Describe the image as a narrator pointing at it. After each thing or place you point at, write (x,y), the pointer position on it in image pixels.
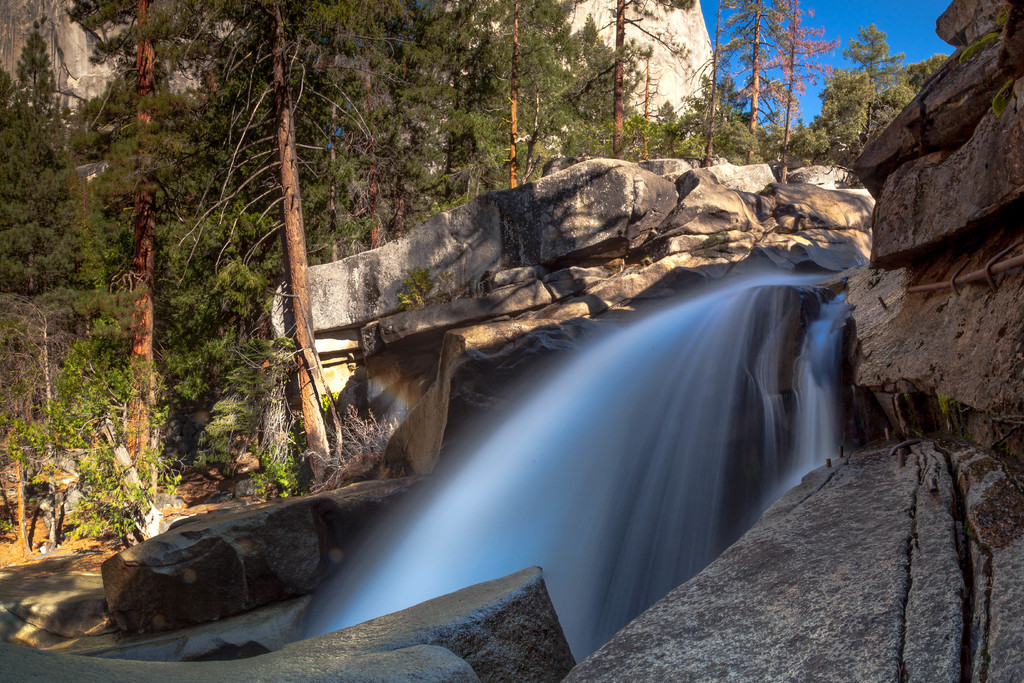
In the center of the image (608,449) we can see a waterfall (547,457). In the background (410,182) there are trees (616,95), rocks (681,34) and sky (899,18).
